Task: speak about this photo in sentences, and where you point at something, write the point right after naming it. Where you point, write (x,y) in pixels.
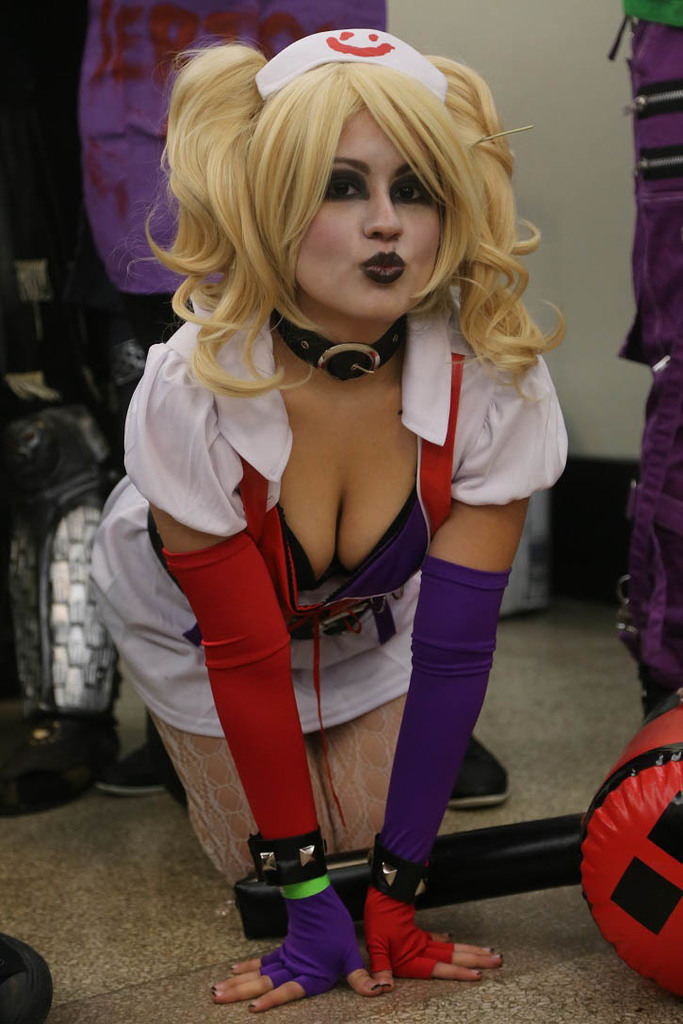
There is a woman (150,420), we can see objects (511,879) on the floor (50,822). In the background (519,81) we can see wall (519,81) and there are few things (106,182).
